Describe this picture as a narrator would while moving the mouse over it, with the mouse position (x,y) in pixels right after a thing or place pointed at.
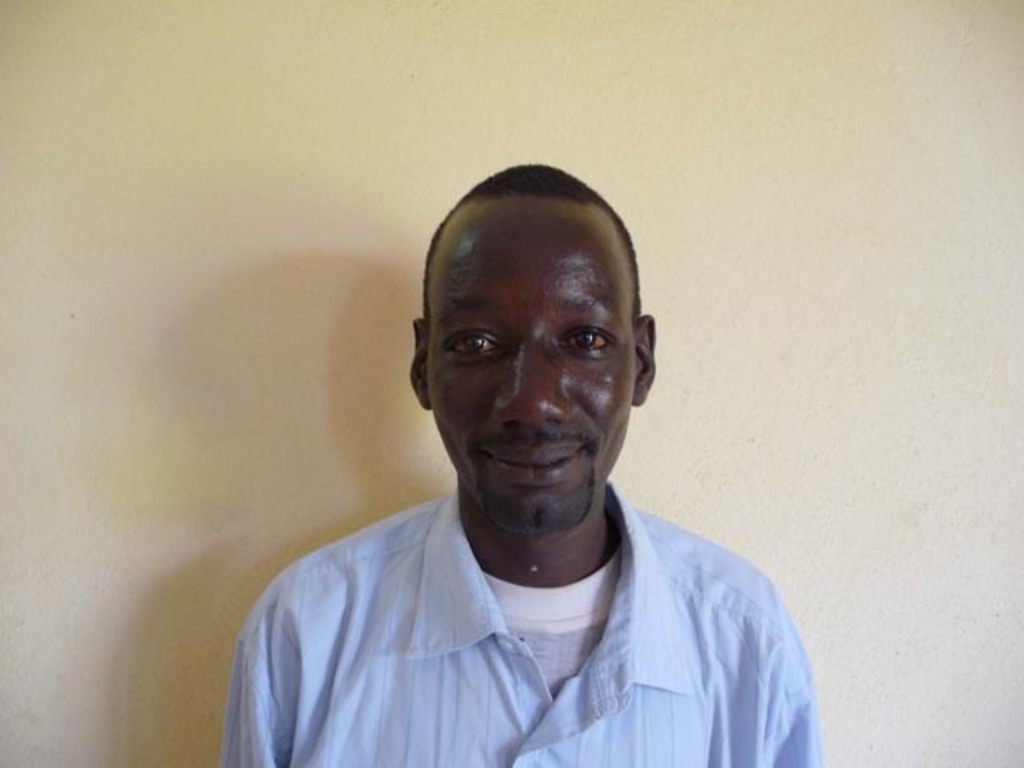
This is the man (522,688) standing and smiling. He wore a T-shirt (557,624) and shirt (385,685). This is the wall (733,133), which is light yellow in color.
